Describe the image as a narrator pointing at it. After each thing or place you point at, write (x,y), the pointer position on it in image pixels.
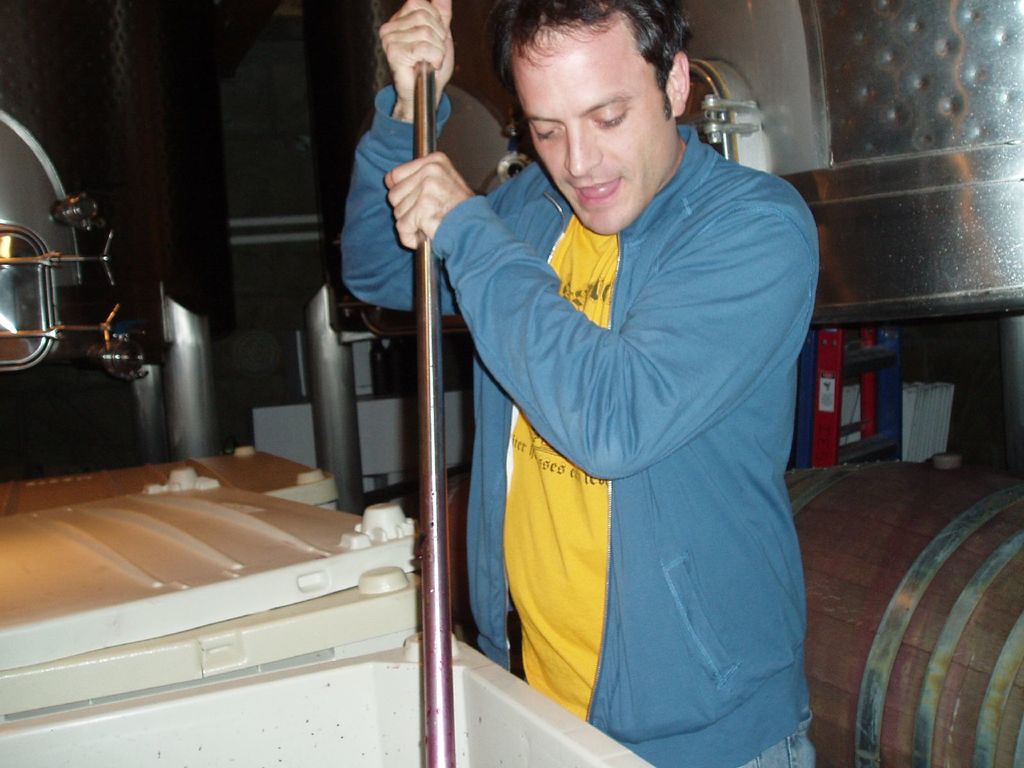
In this image in the front (677,525) there is man (686,539) standing and holding a stick (435,601) in his hand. In the background (343,460) there are objects (918,225) which are red, white and silver in colour.
